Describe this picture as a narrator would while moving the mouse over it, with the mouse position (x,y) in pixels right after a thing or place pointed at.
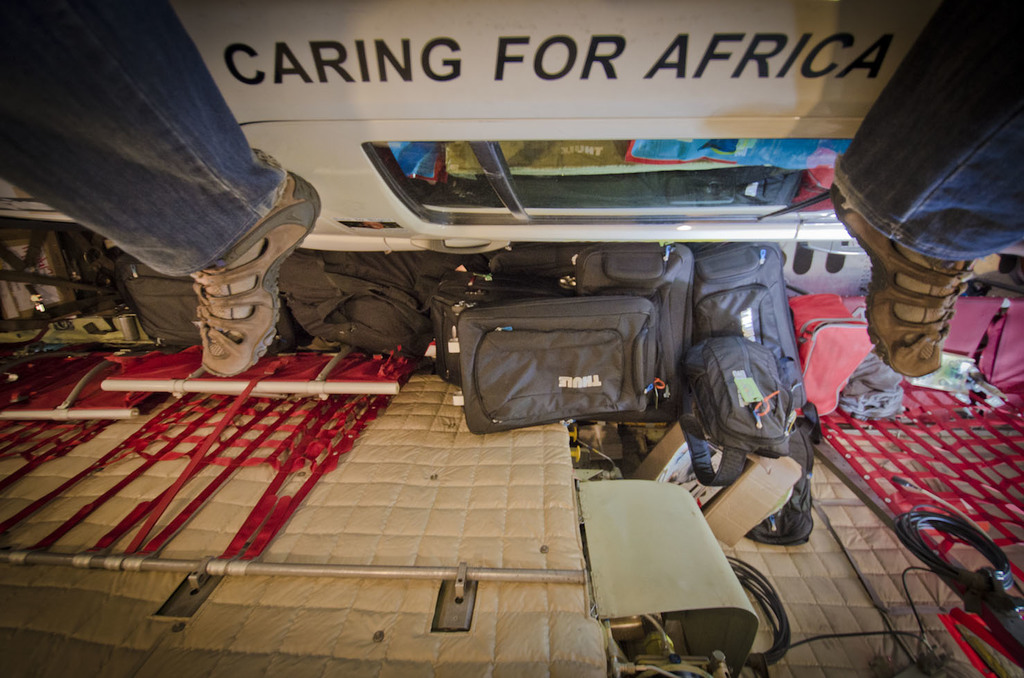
In the foreground of this picture (489,405) we can see the metal rods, cables (944,572) and bags (778,342) and some other objects (667,452). At the top (120,174) we can see the legs (102,105) of a person (936,291) wearing trousers (200,200) and we can see a white color object (324,138) seems to be a vehicle (311,107) and we can see the text (587,61) on the vehicle (581,44) and we can see some other objects (85,363).
